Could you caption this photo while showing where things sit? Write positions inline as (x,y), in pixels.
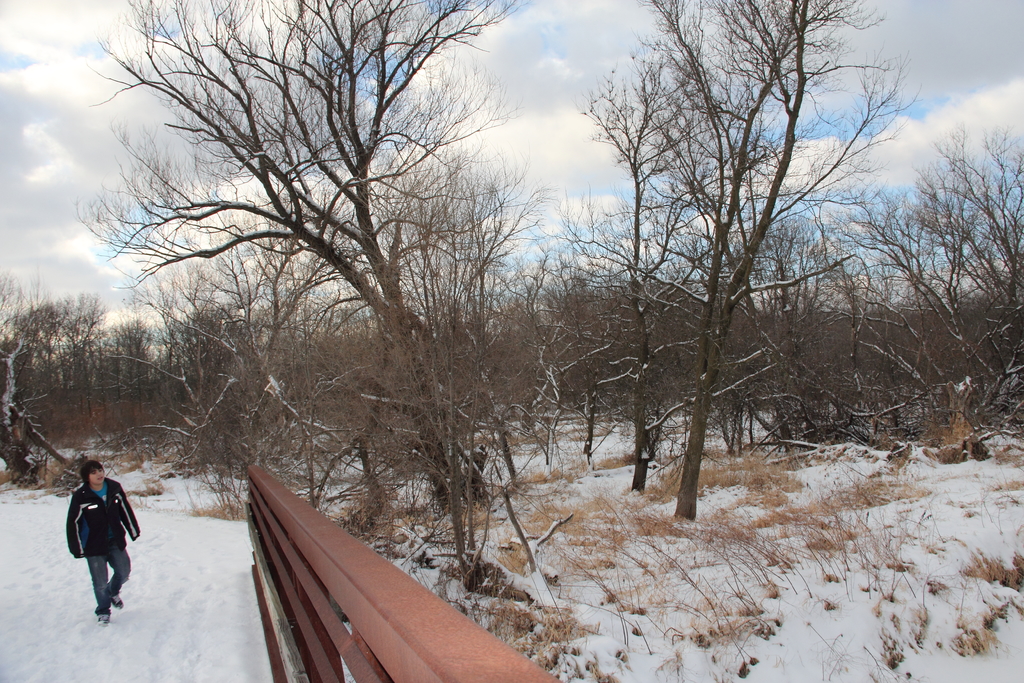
In this image there is one person (103,543) standing in the bottom left side of this image (99,526) and there is a railing (343,579) in the bottom of this image (353,579). There are some trees (339,421) in the background (341,416). There is a sky (592,74) on the top of this image (356,113).
